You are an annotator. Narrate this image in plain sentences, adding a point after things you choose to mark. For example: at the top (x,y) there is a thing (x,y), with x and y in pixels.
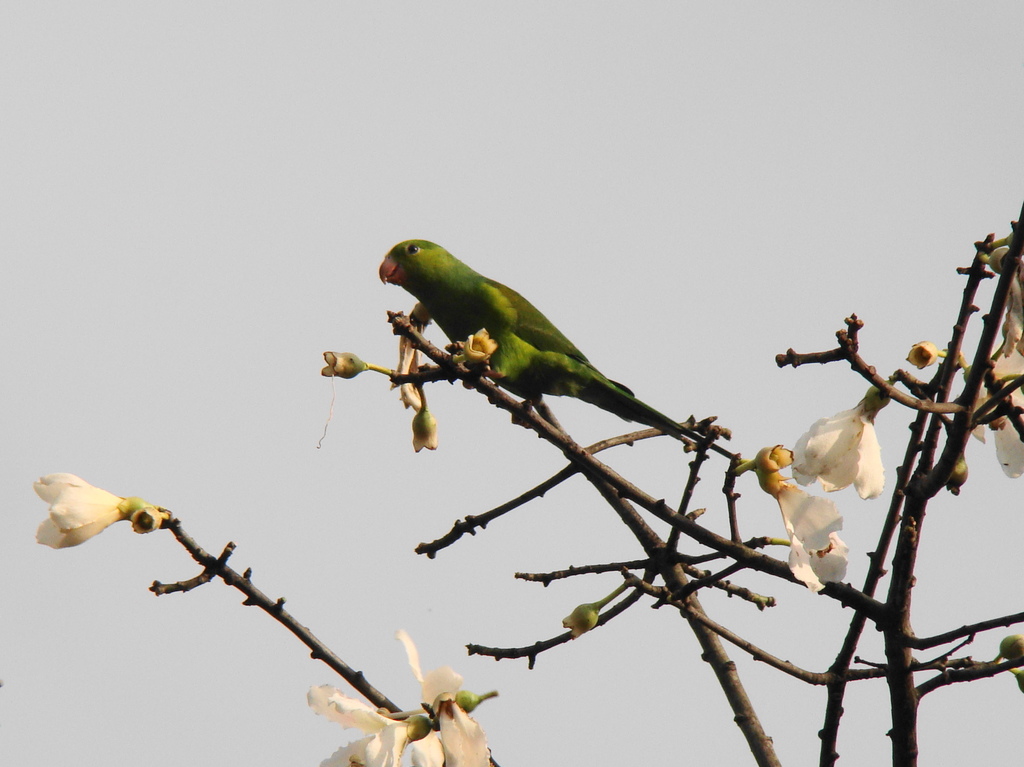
In the center of the image (505,287) a parrot (463,275) is there. At the bottom of the image (678,570) flowers (783,514), branches (626,599), buds (600,608) are there. In the background of the image (292,350) sky (270,426) is there.
